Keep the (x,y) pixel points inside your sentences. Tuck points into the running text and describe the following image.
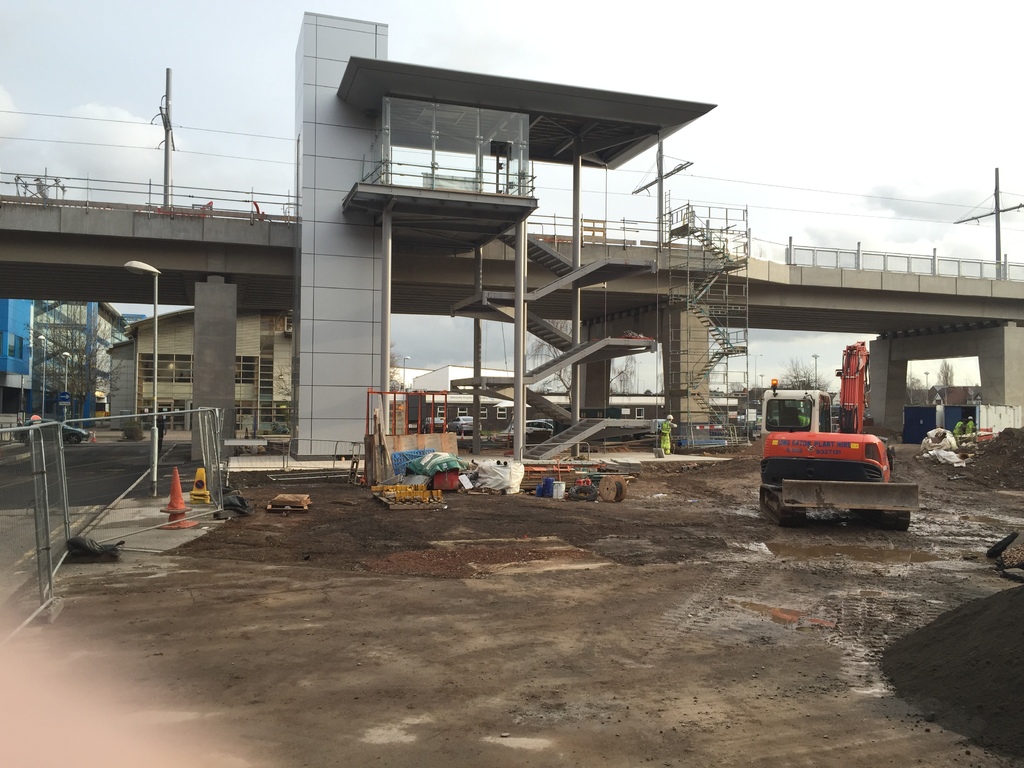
here we see a bridge (952,300) and a stairs (477,263) to get on to the bridge (608,251) and a crane (784,454) and a street light (155,492) and few buildings (181,398) at the back (67,354).
